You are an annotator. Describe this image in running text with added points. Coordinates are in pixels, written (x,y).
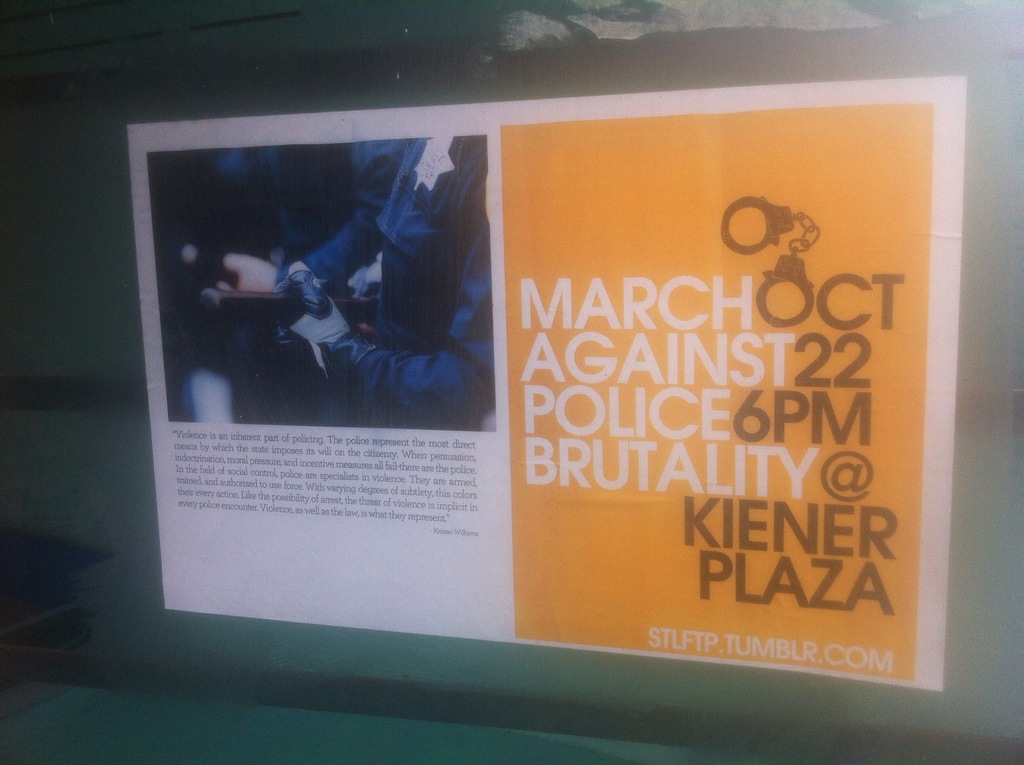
This seems like poster (350,518) on the wall (61,250) and there is some text (665,415) and picture (329,338) of person (328,336) in the poster (303,359).
